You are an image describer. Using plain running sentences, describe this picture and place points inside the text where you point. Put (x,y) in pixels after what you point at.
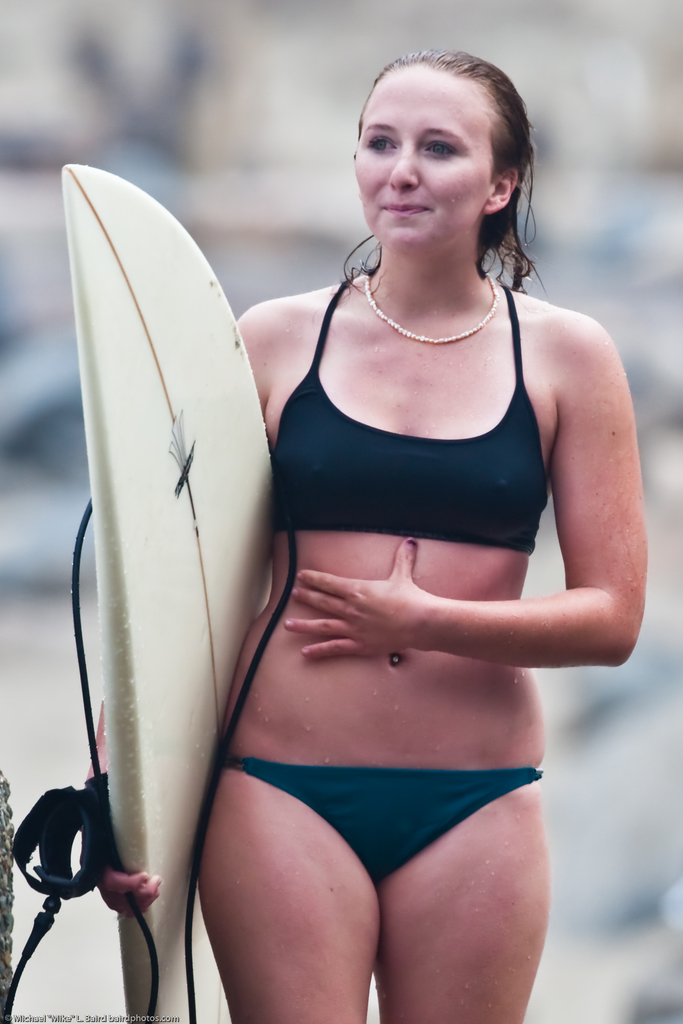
a person (370,735) is standing, holding a white color water skateboard (170,544) in her hand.
